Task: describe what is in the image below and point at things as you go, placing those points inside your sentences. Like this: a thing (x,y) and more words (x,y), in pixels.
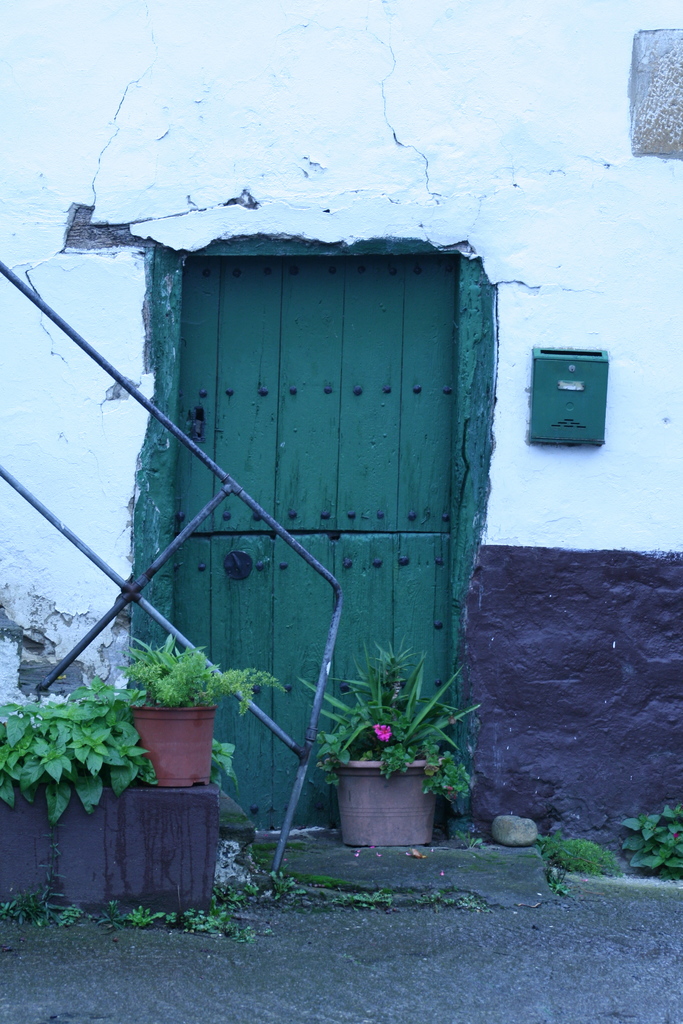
In the image there is a door (258,559) on the wall (42,465) with plant pots (353,778) in front of it.
